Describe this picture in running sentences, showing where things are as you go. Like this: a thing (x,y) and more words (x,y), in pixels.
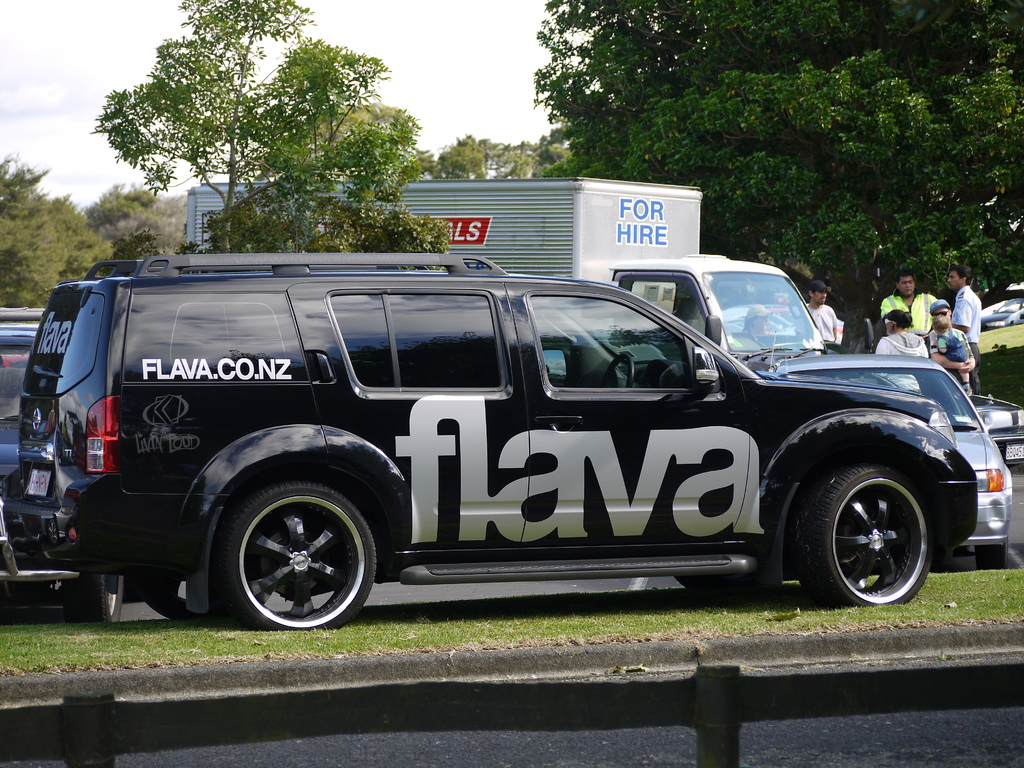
In the center of the image (386,408) there is a vehicle (310,524) on the grass (361,654). In the background (2,415) we can see vehicles (548,241), trees (586,173), persons (896,318), sky (445,57) and clouds (96,45). At the bottom (351,737) there is a road (424,737).
